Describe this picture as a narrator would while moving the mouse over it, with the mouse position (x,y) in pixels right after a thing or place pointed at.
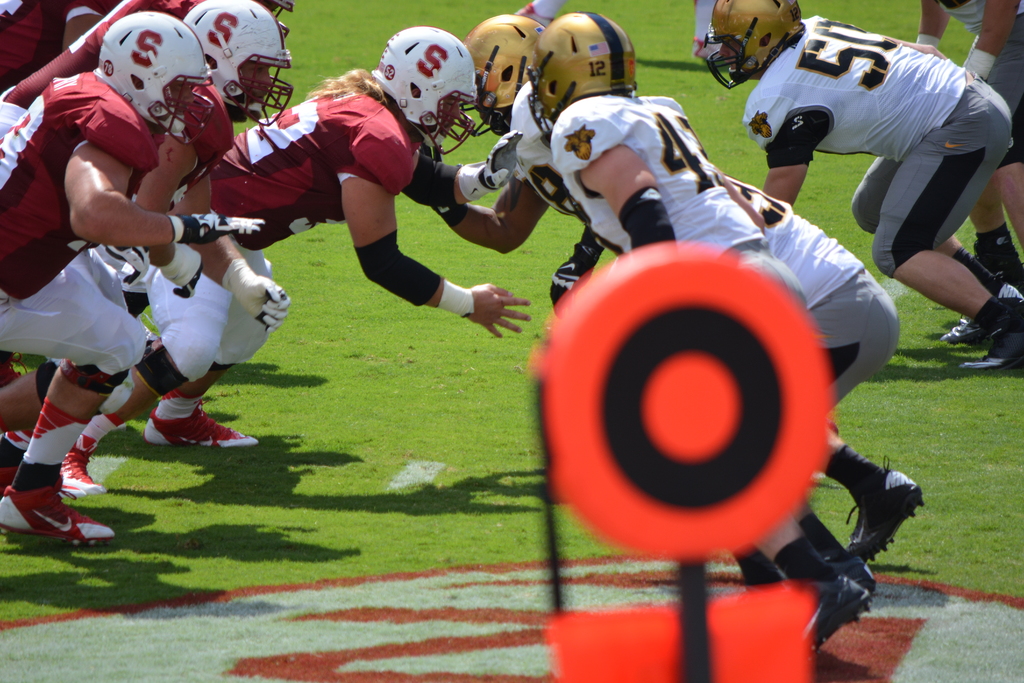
In this image it seems like it is an American football match where there are players (410,270) of two different teams are facing each other. They are wearing jerseys (118,151) and helmets (164,85). At the bottom (319,501) there is ground (312,568).
